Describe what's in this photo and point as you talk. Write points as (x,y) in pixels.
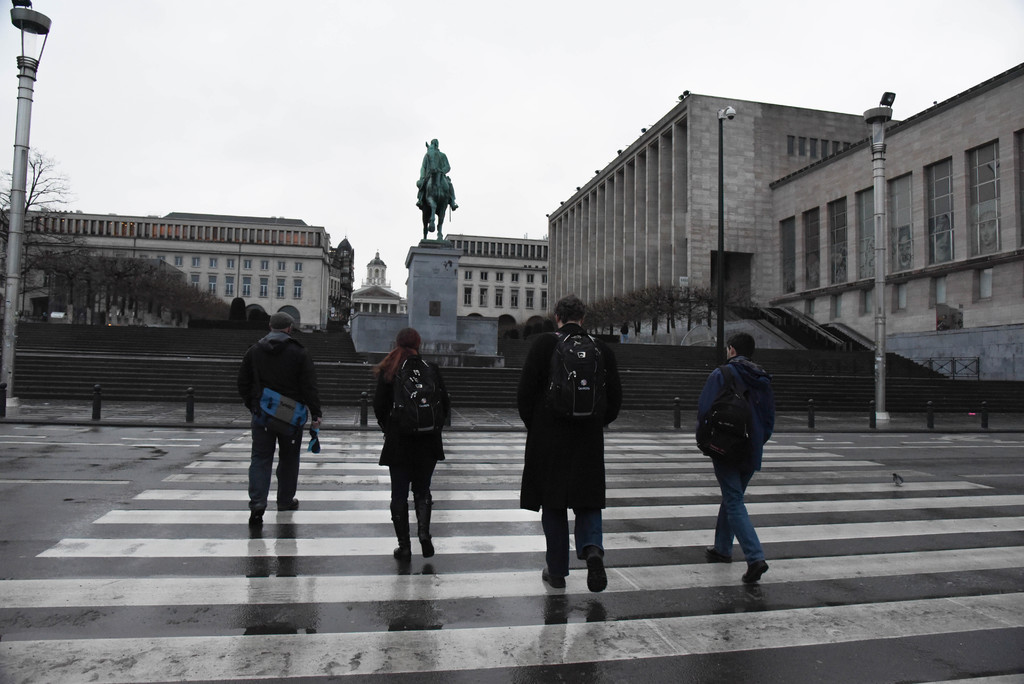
In the picture we can see a road (797,609) on it, we can see some zebra lines (769,610) with some people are crossing it wearing the bags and in front of them, we can see the steps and on it we can see a sculpture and behind it we can see some buildings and a part of trees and behind the buildings (598,242) we can see the sky (274,199).
